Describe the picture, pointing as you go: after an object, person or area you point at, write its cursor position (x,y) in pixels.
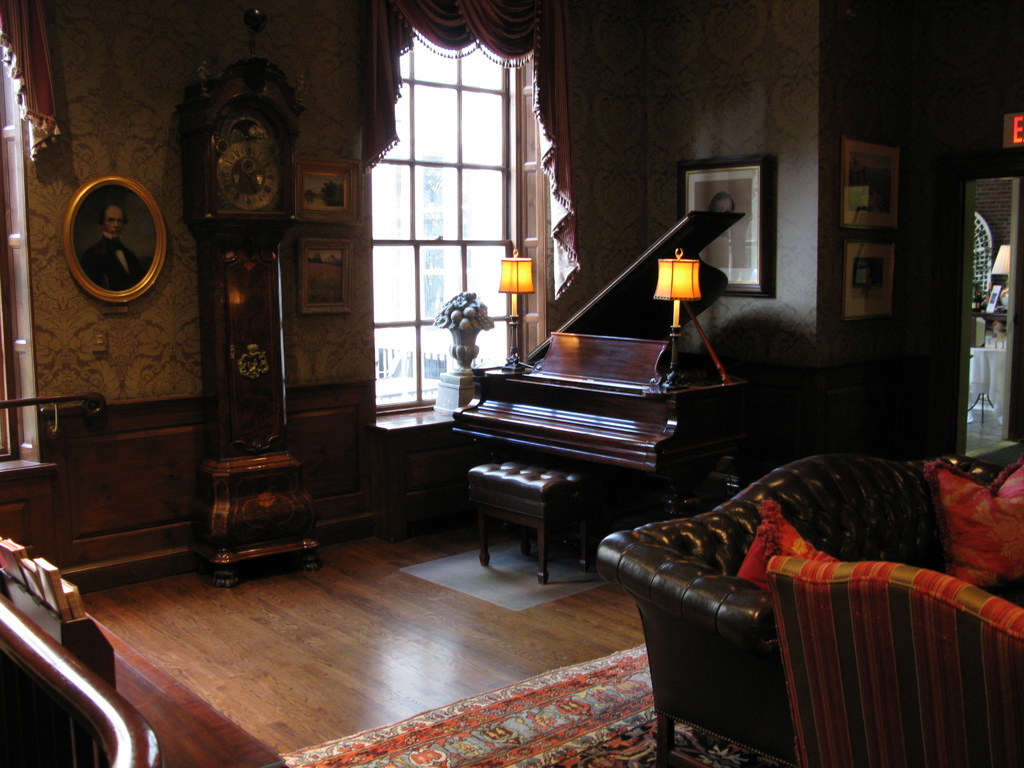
In this picture we can see the inner view of the living room (928,257) in which sofa (820,519) is placed, Behind we can some photo frame (866,244). ON the front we can see the photo frame (125,261) and glass window (473,117). Wooden flooring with red color carpet (641,689) is placed on the ground (341,657).
